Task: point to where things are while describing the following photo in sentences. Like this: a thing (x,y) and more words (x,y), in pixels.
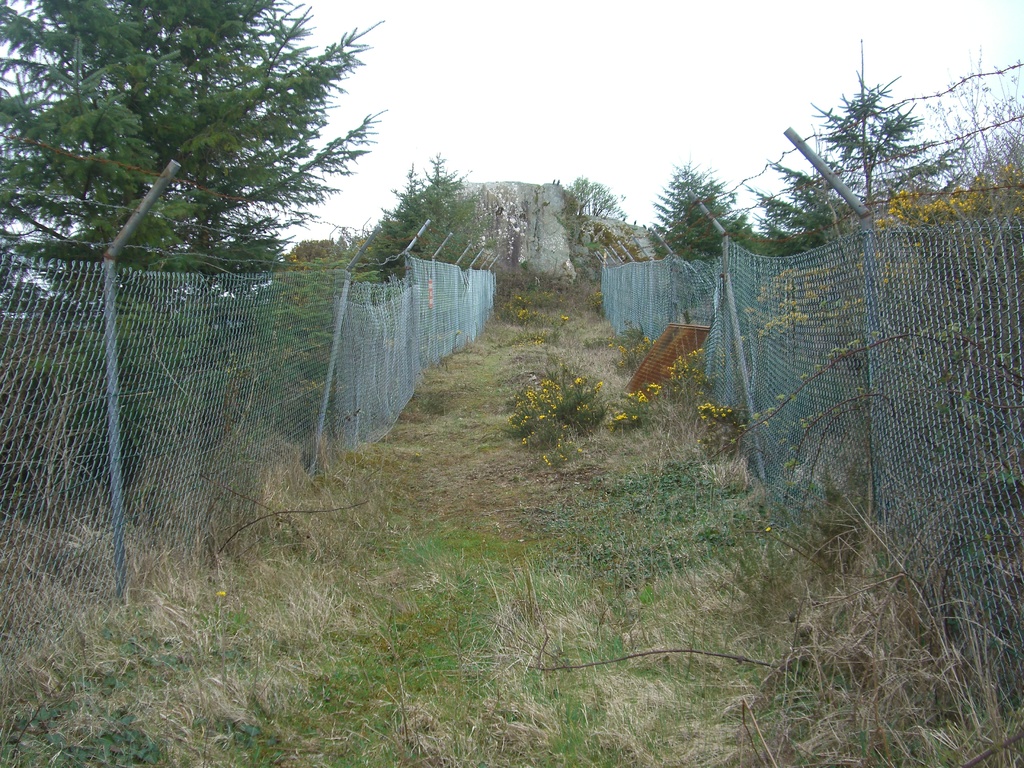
This picture is clicked outside. In the center (449,489) we can see the grass (687,544) and we can see the flowers (654,391), plants (574,384) and on both sides we can see the mesh (235,332) and the metal rods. In the background (580,45) we can see the sky (590,103), trees (750,232) and some other objects (517,239).
